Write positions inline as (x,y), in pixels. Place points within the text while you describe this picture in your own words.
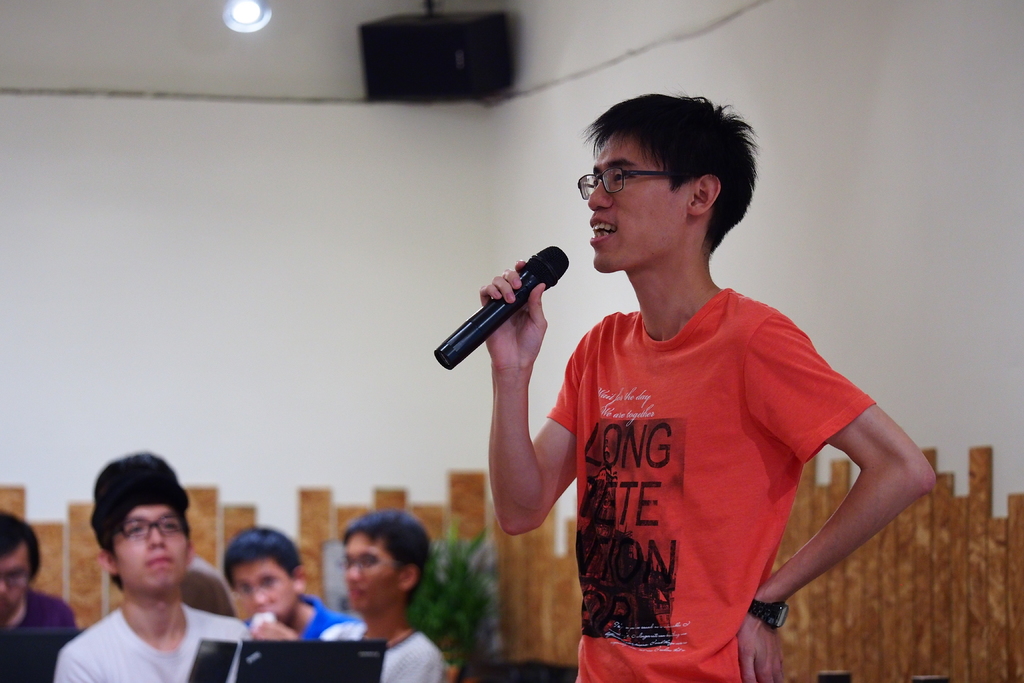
This red t-shirt person (635,364) wore spectacles (617,183) and holds a mic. Far there are plants (448,588). On the top (475,64) there is a sound box (457,59). This persons (419,539) are sitting on a chair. In-front of this person (118,615) there is a laptop (278,672).
